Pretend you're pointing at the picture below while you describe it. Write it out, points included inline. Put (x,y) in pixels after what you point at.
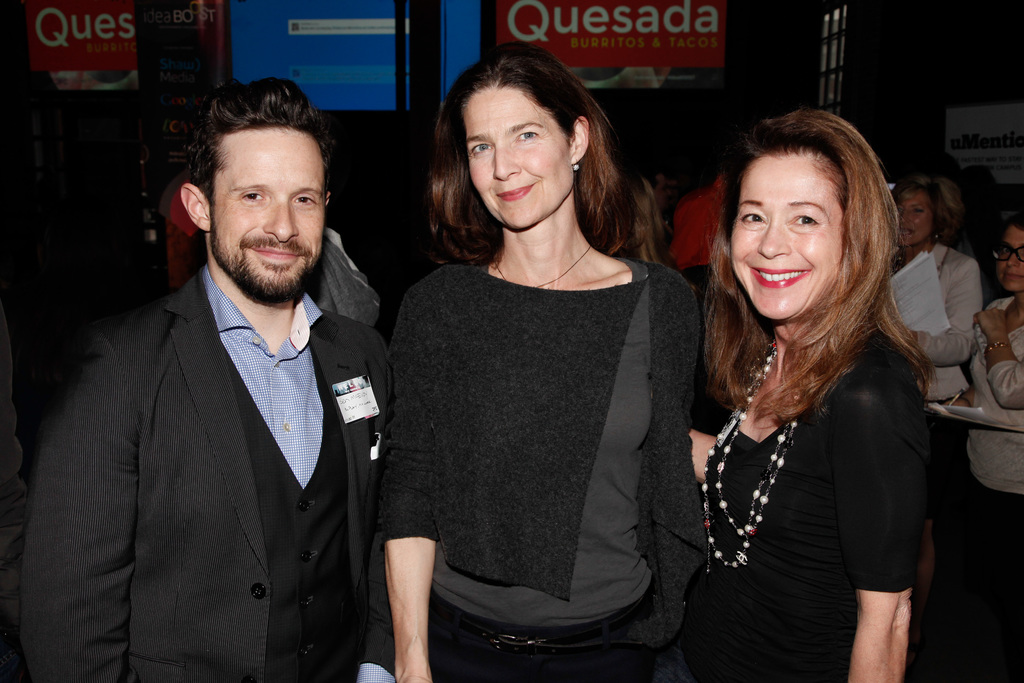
In the foreground of the image (743,156) there are three persons (758,335) standing. In the background of the image (1022,380) there are people (905,214) and there are advertisement boards (54,47).
